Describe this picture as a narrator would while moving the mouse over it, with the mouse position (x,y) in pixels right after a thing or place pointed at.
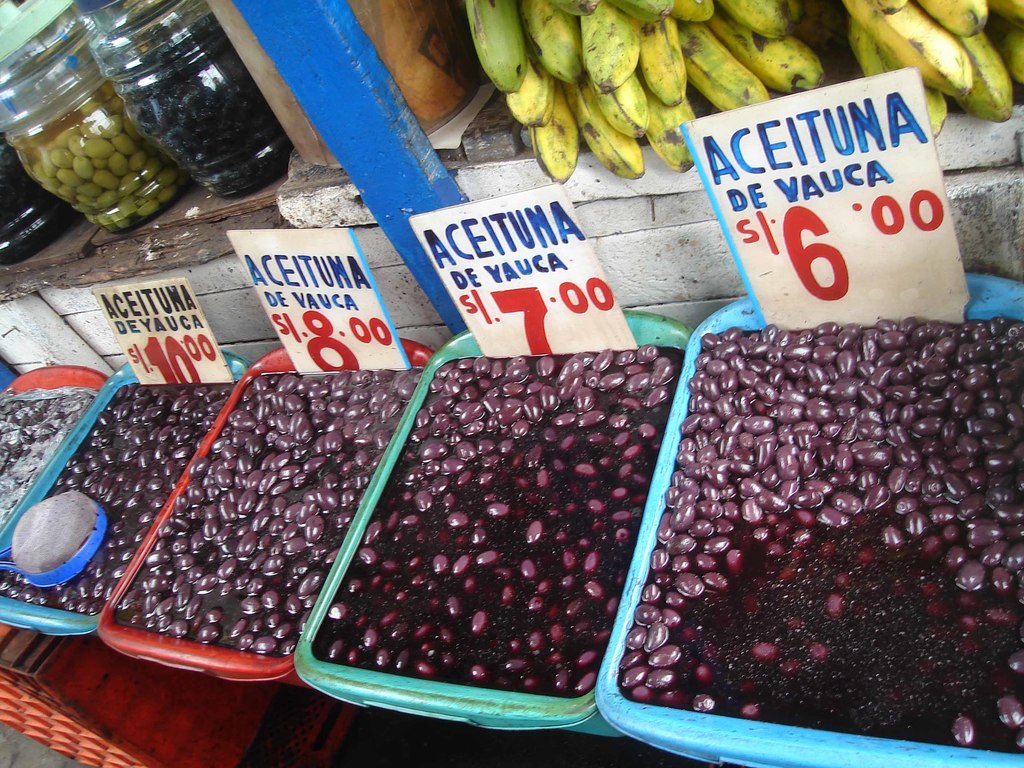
In this picture we can see food (389,559) and few boards (853,282) in the trays (512,381), at the top of the image (508,71) we can find bananas (508,69) and few jars (21,122).
